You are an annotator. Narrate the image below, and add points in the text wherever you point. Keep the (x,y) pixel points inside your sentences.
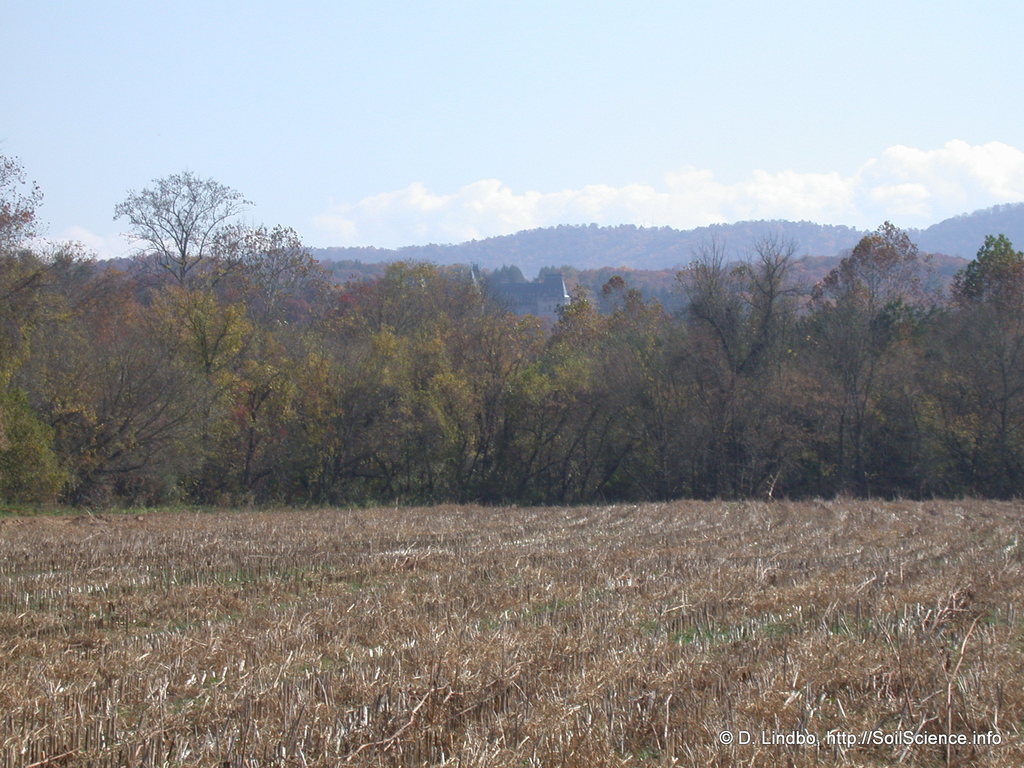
In this picture we can see trees (435,357), mountains (948,260) and in the background (142,182) we can see the sky (527,85) with clouds (506,187).
